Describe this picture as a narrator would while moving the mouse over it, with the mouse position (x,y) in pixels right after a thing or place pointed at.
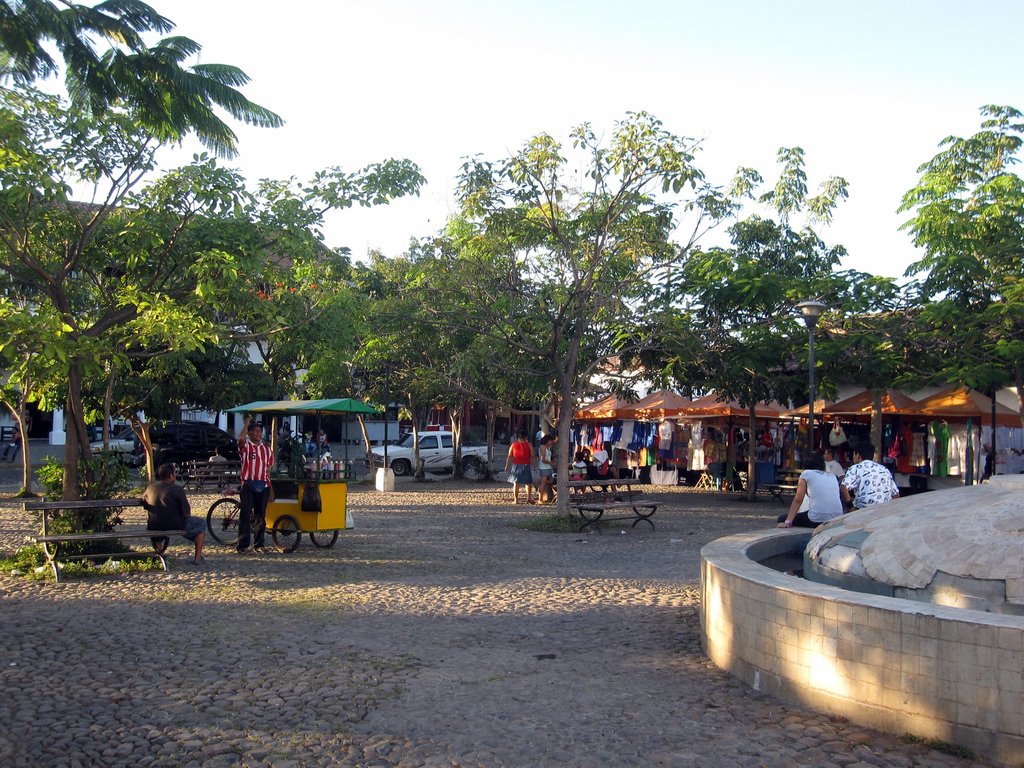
In this image we can see stalls (770,452), people (517,464), trees (567,442), benches (607,504), buildings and vehicles (422,442). At the top of the image (458,103), we can see the sky (445,103). At the bottom of the image (344,629), we can see pavement (64,670). There is a structure (839,560) on the right side of the image (824,568) and two people (839,489) are sitting.
